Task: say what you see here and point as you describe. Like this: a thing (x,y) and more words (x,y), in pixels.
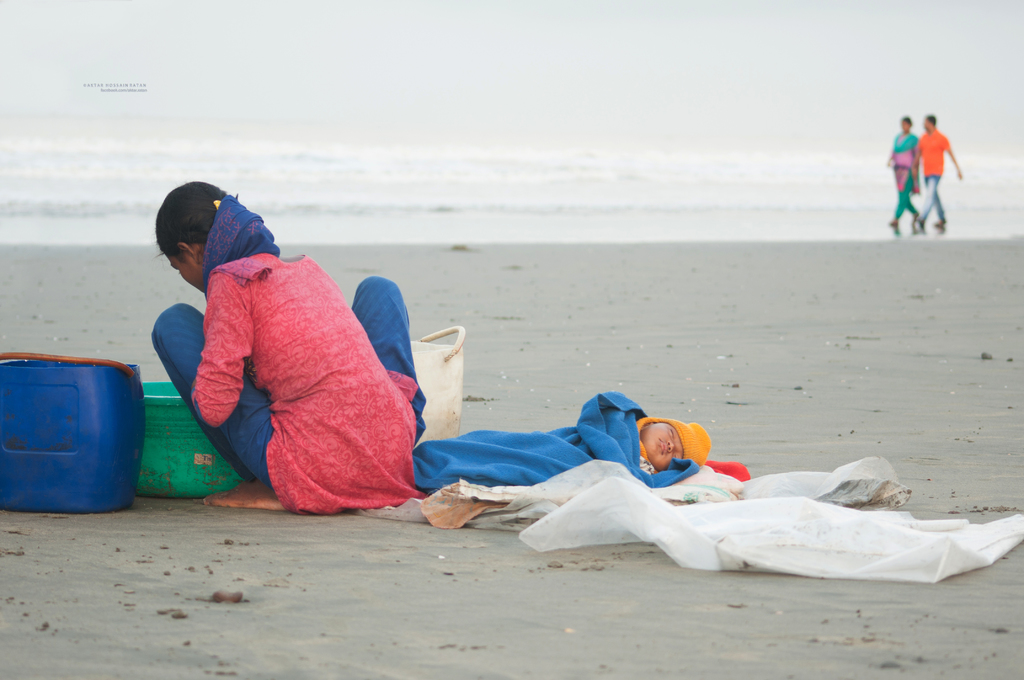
In this image, on the left (272,375) there is a woman (309,372), she wears a dress (291,377), in front of her there are tubs (182,448), buckets (91,421). In the middle (667,433) there is a baby (534,455) sleeping and there are clothes (602,440). On the right (941,160) there is a man (933,177), woman (903,179), they are walking. In the middle (503,292) there are waves (513,193), water (475,196), sand (529,293), text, sky (459,102).
